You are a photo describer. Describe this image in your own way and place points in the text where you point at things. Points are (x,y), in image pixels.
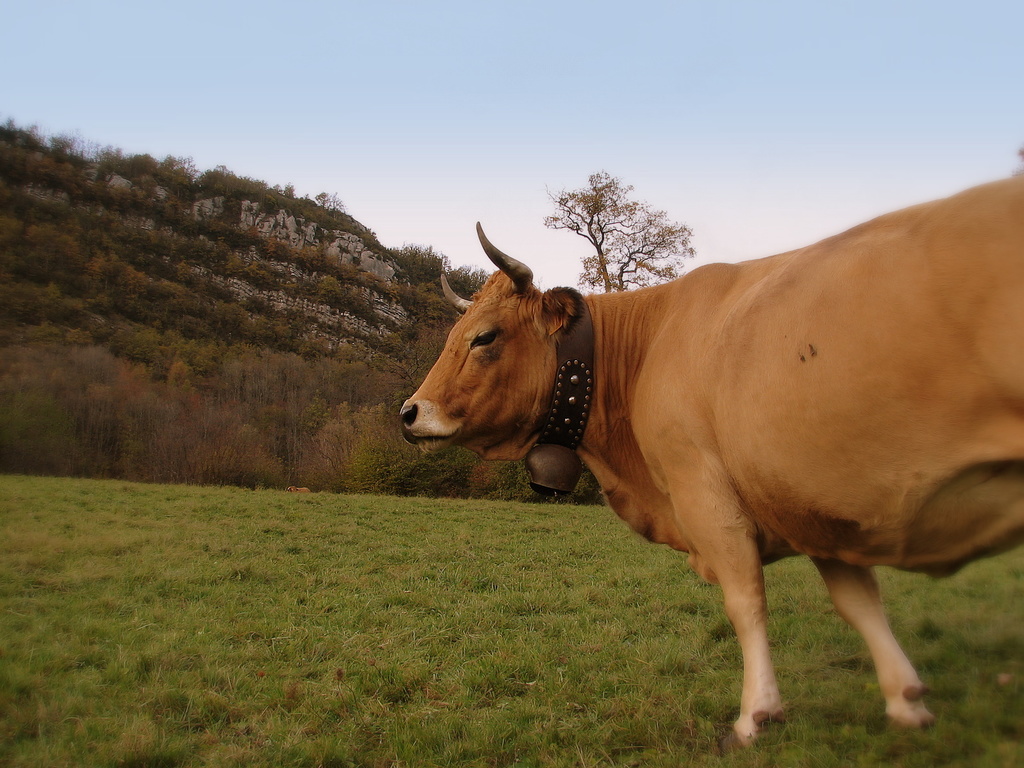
In this picture we can see a bull (798,472) on the right side (811,469), there is a bell (566,458) present on bull's neck (585,457), at the bottom (556,665) there is grass (464,672), in the background (618,251) we can see some plants (291,420) and a tree (615,278), we can see the sky (440,113) at the top of the picture (453,107).
